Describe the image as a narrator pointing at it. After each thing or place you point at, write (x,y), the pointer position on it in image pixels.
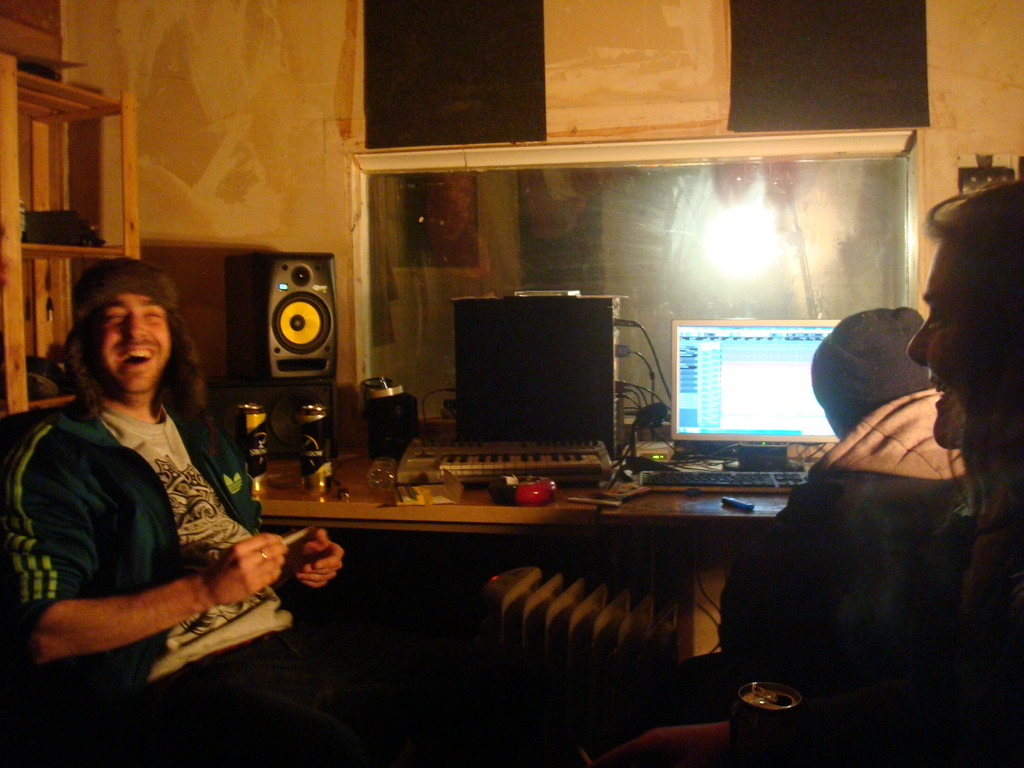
In this picture we can see a table (677,500), there is a monitor (727,415), a keyboard (751,477), the CPU (541,376), two tins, an ashtray (536,492) present on the table (566,485), we can see three persons (157,601) here, in the background (211,106) there is a wall (213,121), on the left side (4,239) there is a rack (18,253).
